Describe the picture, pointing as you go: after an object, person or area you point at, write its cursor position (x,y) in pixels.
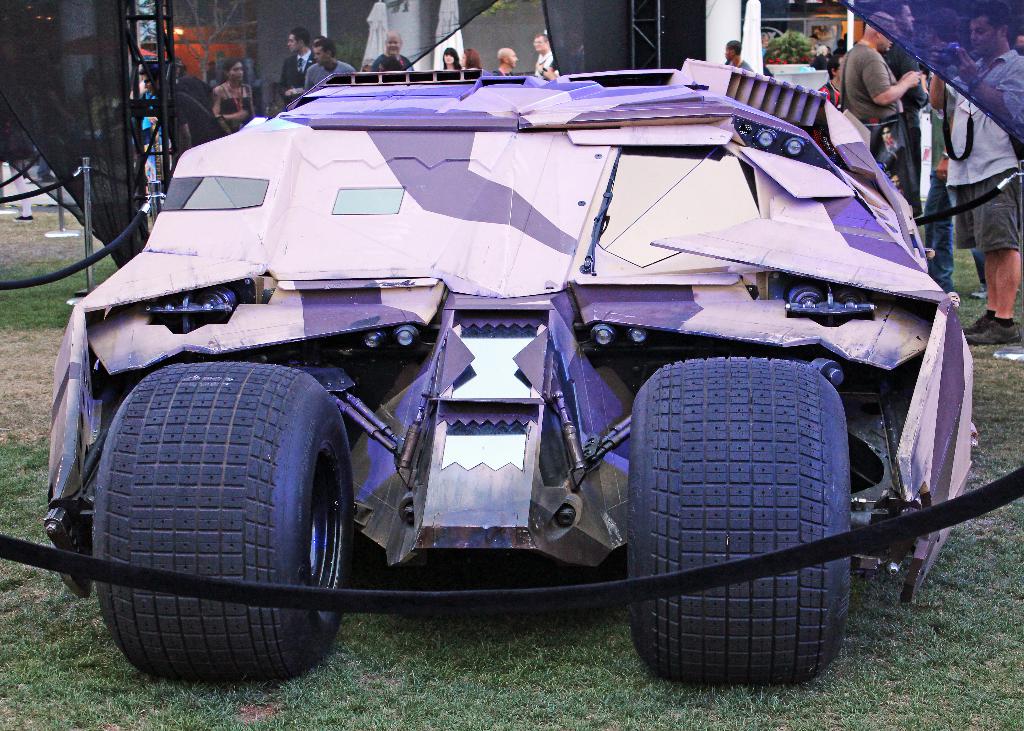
In this picture we can observe a vehicle (520,437) which is in purple and violet color. We can observe black color tires (117,470). There are some people (880,86) standing beside the vehicle (578,153). In the background (476,55) we can observe some people (307,58).
